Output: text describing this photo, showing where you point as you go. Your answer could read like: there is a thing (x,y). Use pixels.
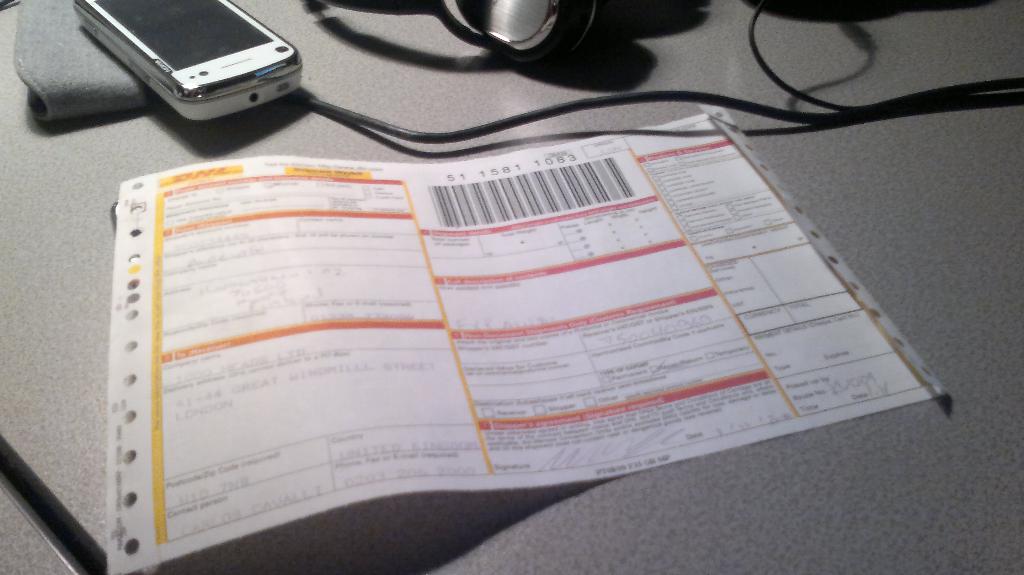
In this image I can see a paper (598,285), mobile (262,96), wire (860,118) and few objects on the ash color surface (742,504).
